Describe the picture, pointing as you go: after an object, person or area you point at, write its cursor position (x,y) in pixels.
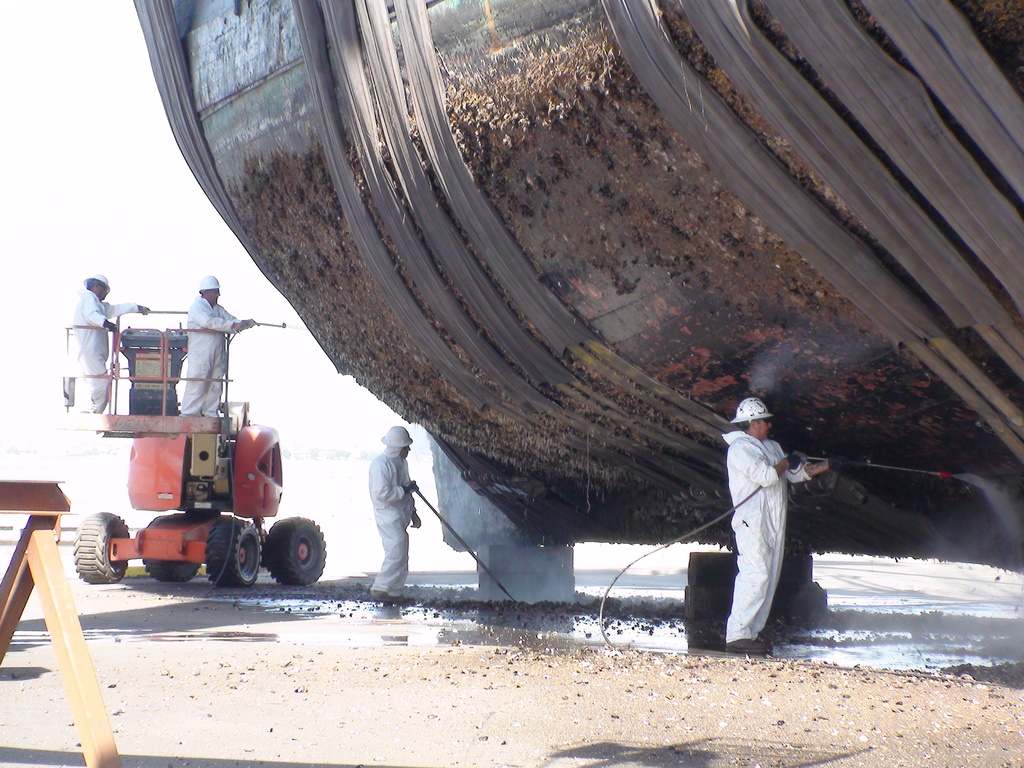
In this image I can see a part of a ship (608,354). Here I can see few people (380,470) are standing and holding some pipes (750,496) in their hands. On the left side (229,466) there is a red color vehicle (173,491), on which two persons (215,313) are standing. On the bottom left corner of the image (44,584) I can see a metal object (39,538).
